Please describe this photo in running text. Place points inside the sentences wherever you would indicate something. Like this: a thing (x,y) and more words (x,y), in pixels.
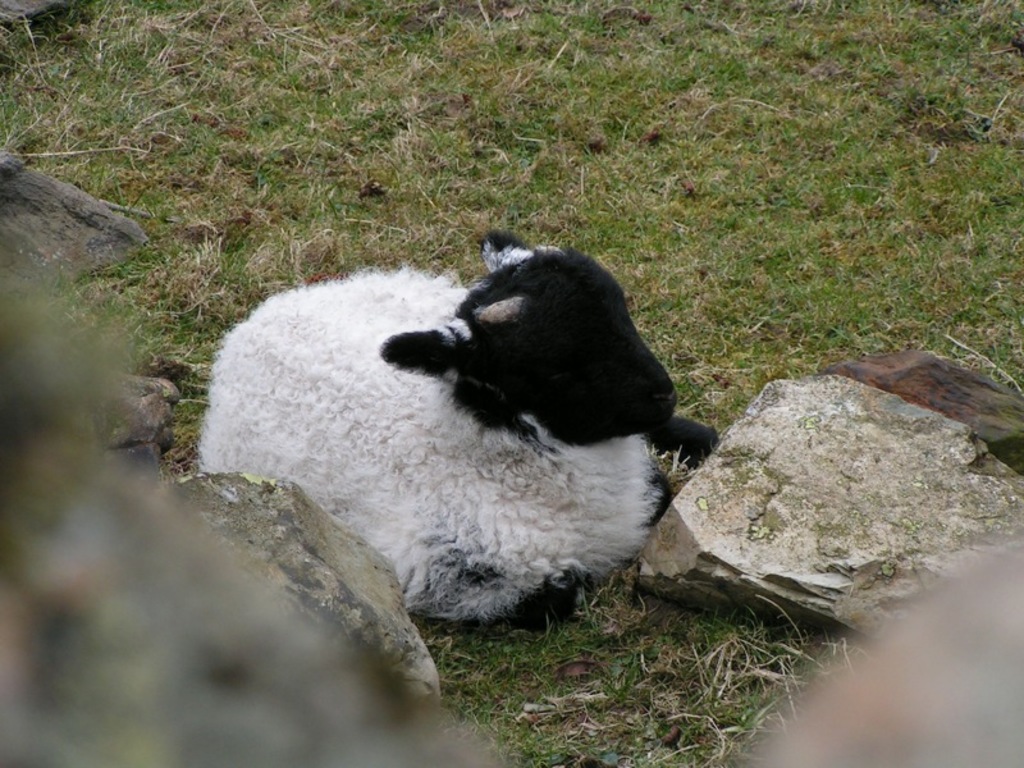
In this picture there is a sheep (399,347) sitting on the grass (462,672). At the bottom (797,678) there is grass (822,230) and there are stones (61,631).
